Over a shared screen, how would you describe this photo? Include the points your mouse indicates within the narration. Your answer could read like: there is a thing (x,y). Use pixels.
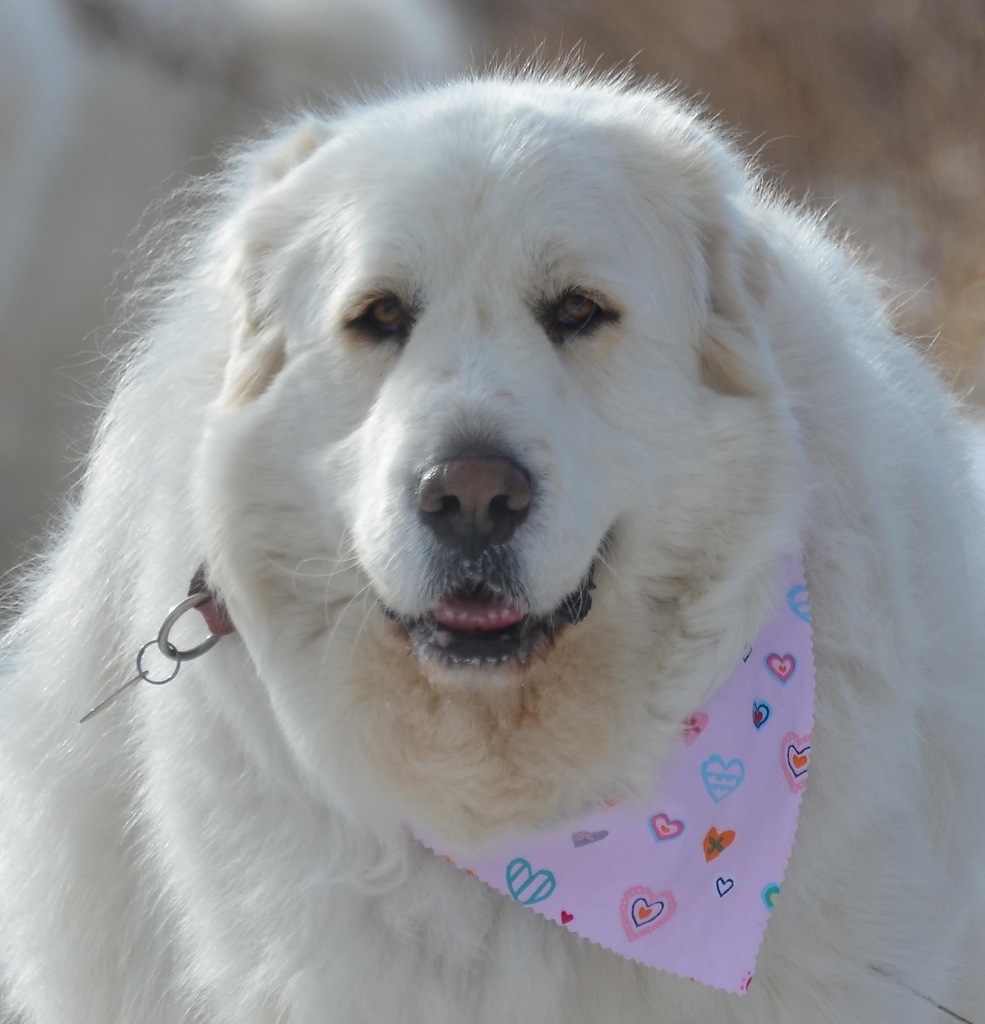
In the center of the image (363,424) we can see an animal (672,632).
